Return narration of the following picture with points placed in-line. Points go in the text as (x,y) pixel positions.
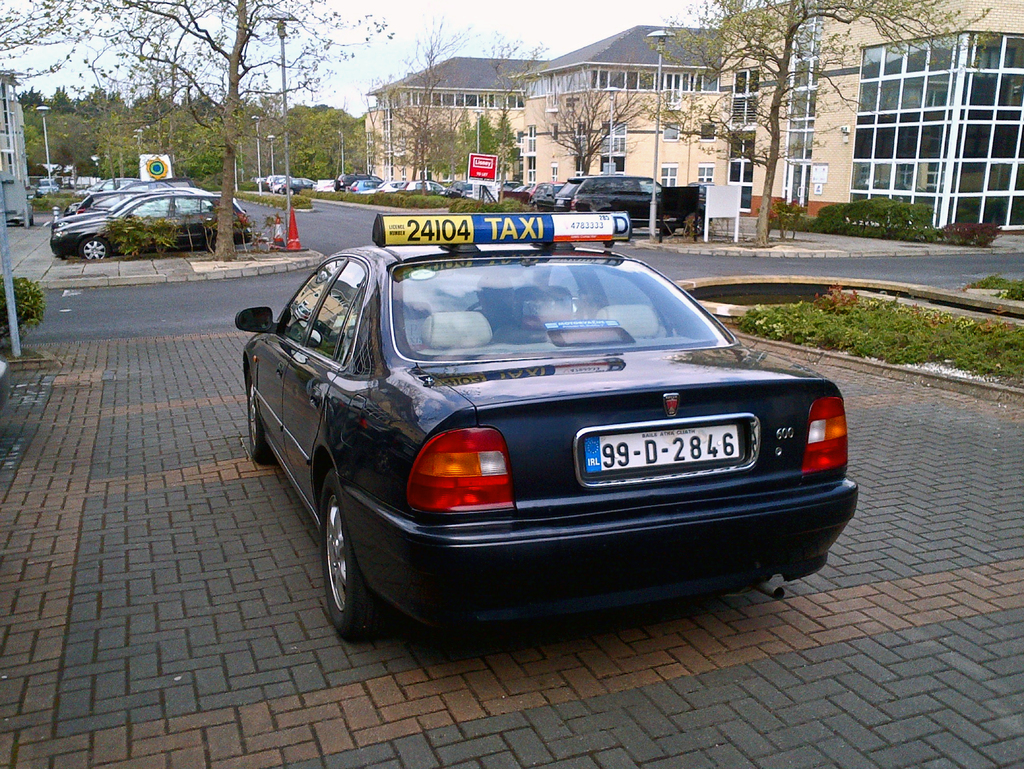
In this picture we can see a few vehicles (344,641) on the path (353,646). There is a pole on the left side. We can see traffic cones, street lights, trees (227,156) and buildings (587,93) in the background (289,220).
